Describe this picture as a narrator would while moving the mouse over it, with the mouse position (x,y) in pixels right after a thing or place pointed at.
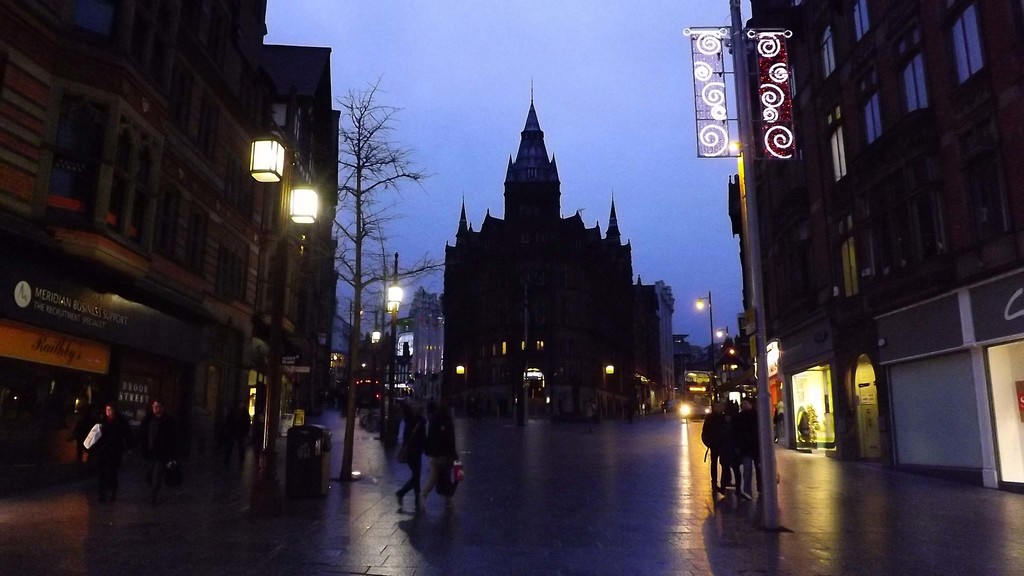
In this picture I can see many buildings (217,348), monument (458,280), church (518,288) & street light (459,365). At the bottom (731,430) I can see some peoples (711,431) were standing near to the pole (762,455). At the bottom left corner (156,486) I can see some peoples (109,465) were walking on the street (155,516). Beside them I can see the dustbin (298,461) near to the tree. At the top (538,22) there is a sky (540,22).
